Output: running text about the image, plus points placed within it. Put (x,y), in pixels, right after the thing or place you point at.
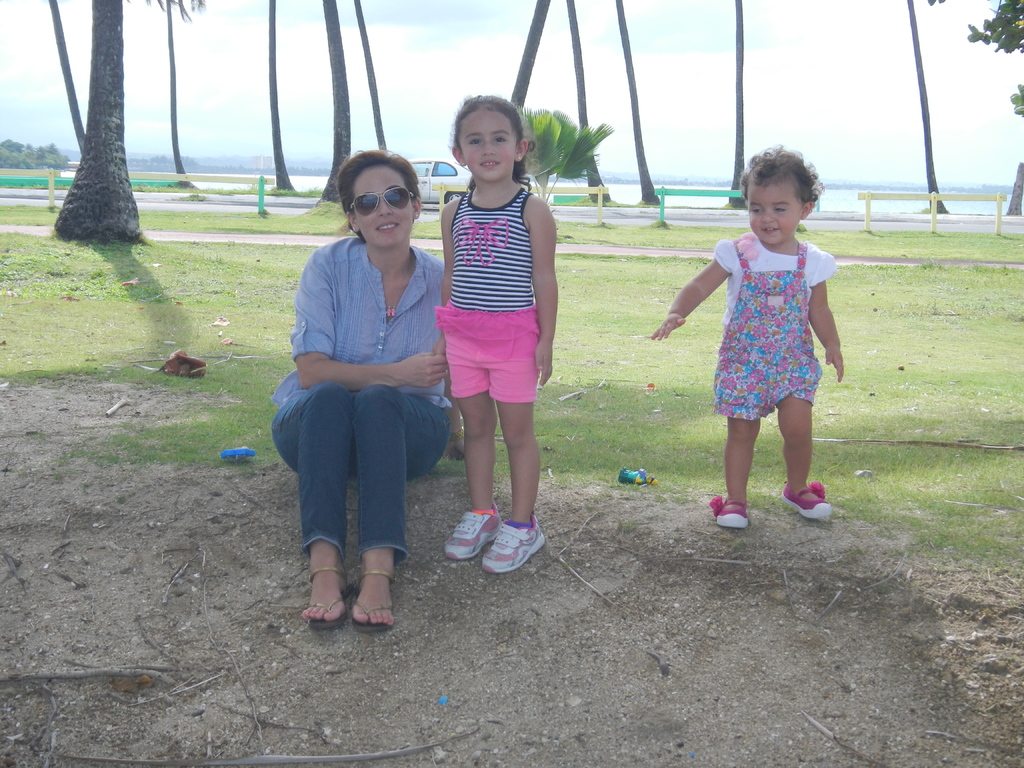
In this image, I can see the woman (406,478) sitting and two kids (472,344) standing. In the background (458,196), I can see the tree trunks (90,137) and a car (423,195) on the road (439,209). This is grass (911,364).
